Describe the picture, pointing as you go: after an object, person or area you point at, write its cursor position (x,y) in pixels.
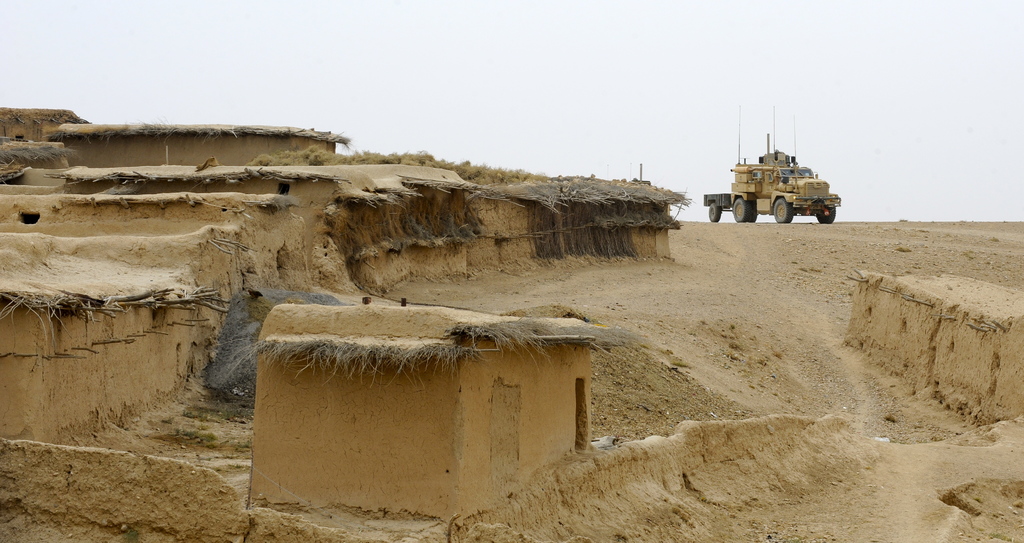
In this image I can see there are houses (214,176) and there is a roof (400,340) with grass (318,345). And there is a truck (749,198) on the ground (682,273). And at the top (617,104) there is a sky (630,123).
